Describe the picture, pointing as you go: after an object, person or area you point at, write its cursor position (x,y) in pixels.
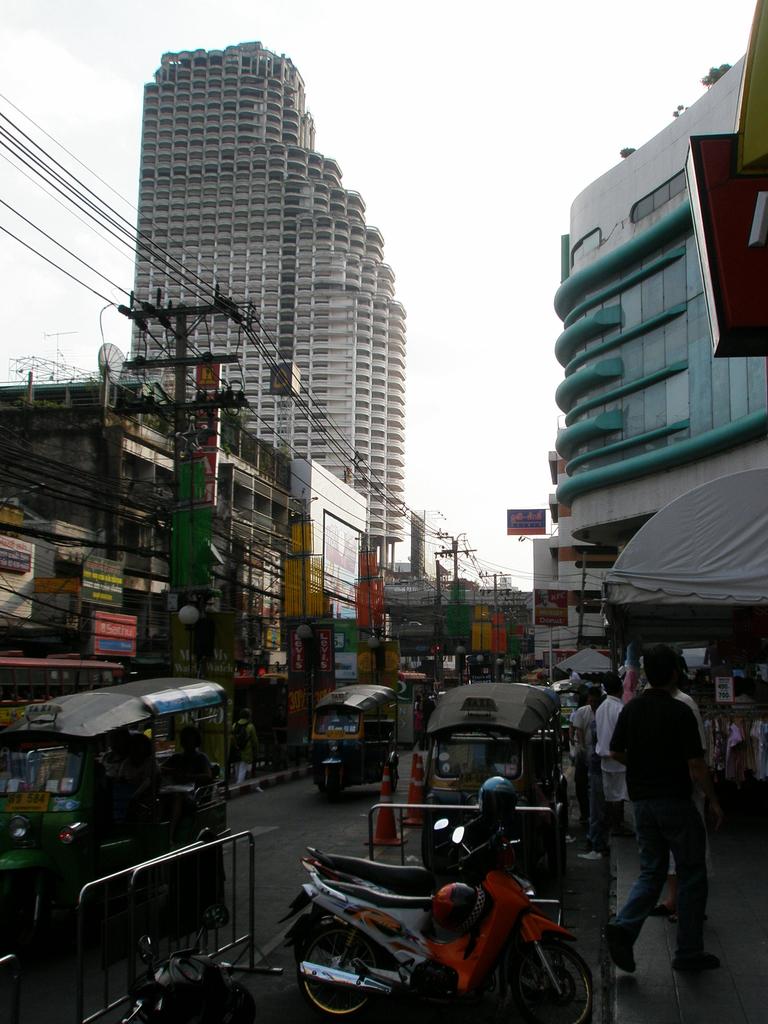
In this image there is the sky (463,257) truncated towards the top of the image (467,291), there are buildings (275,349), there are buildings (86,554) truncated towards the left of the image (69,459), there are buildings (632,391) truncated towards the right of the image (616,436), there are object (728,185) truncated towards the right of the image (757,136), there are poles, there are wires (59,176) truncated towards the left of the image (34,227), there is the road (241,916) truncated towards the bottom of the image (277,846), there are vehicles (366,920) on the road (264,817), there are persons (622,736) on the road (569,858), there are objects (389,842) on the road (290,821), there are boards (542,615), there are text (514,516) on the boards (513,531).
